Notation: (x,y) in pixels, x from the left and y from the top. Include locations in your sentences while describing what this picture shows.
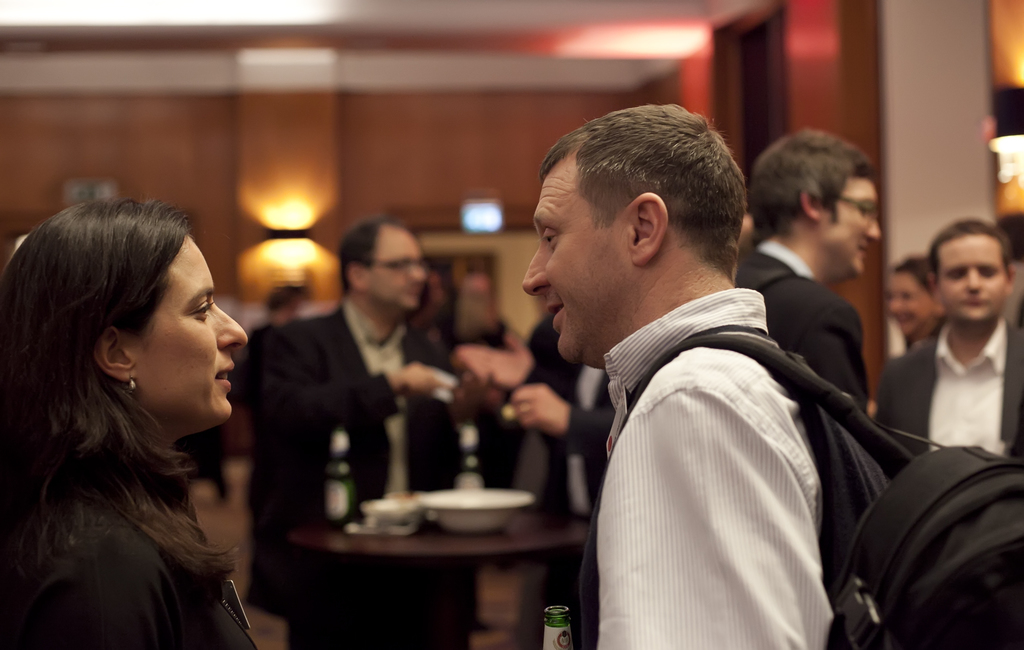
In the picture we can see a man (776,397) and a woman (17,251) standing and talking to each other and man (784,467) is wearing a bag (992,593) and beside them, we can see a table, on it we can see the bottles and plates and near it, we can see two people (491,373) are standing and beside them, we can see some people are standing and talking to each other and in the background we can see a wall (980,21) with a light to it.
